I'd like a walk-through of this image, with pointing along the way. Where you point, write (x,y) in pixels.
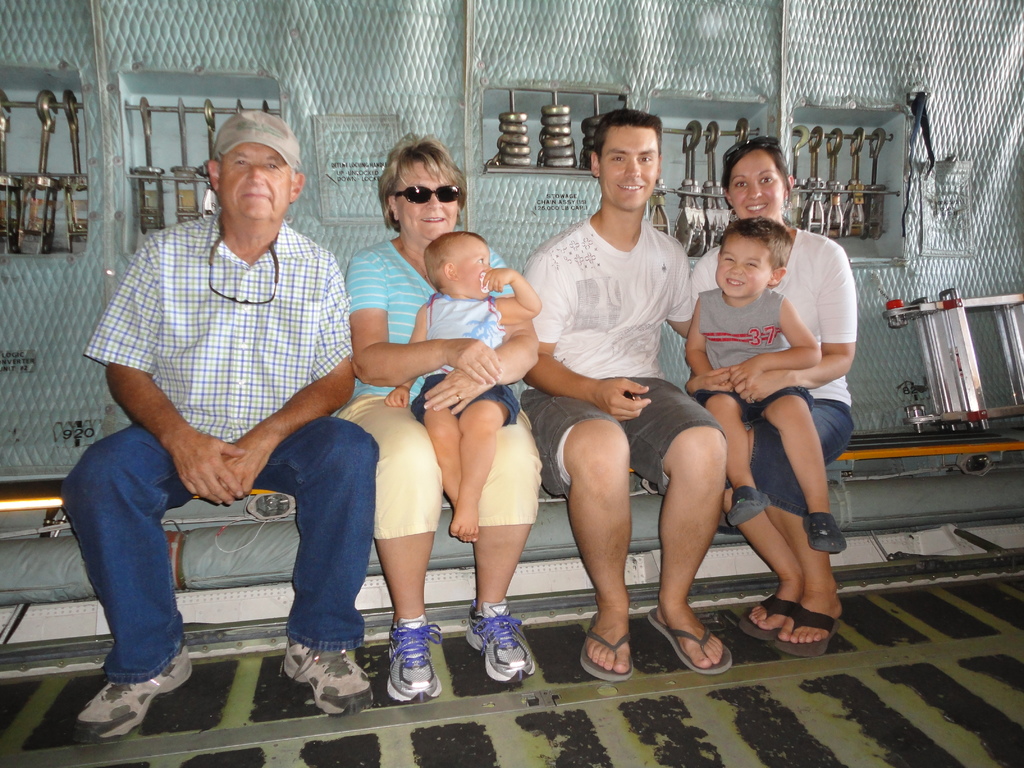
In this image we can see some people (449,225) sitting and posing for a photo and in the background (1,115), we can see some objects (869,204) attached to the wall (322,112). At the bottom (867,758) we can see the floor (546,684).
